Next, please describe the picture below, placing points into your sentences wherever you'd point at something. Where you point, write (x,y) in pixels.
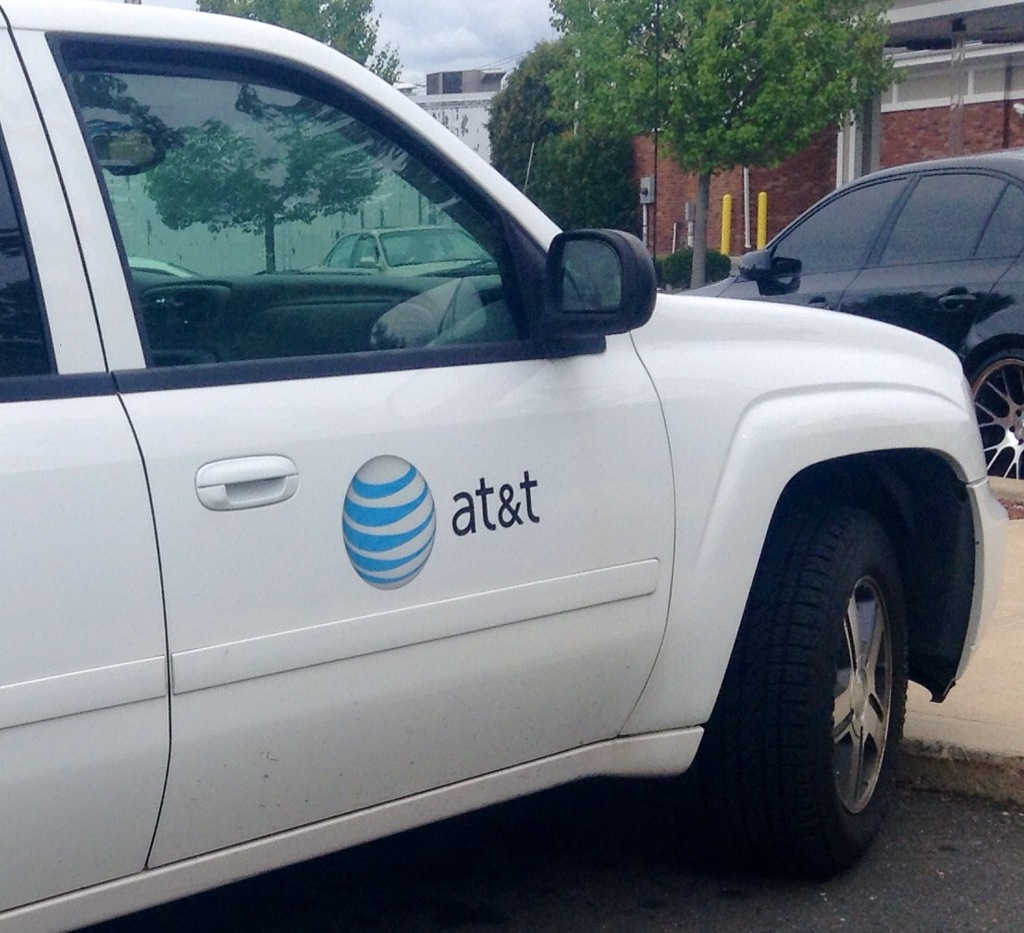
In this image I can see few vehicles (571,329), trees (582,200), poles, buildings (895,28), the sky (514,46) and here I can see something is written.
